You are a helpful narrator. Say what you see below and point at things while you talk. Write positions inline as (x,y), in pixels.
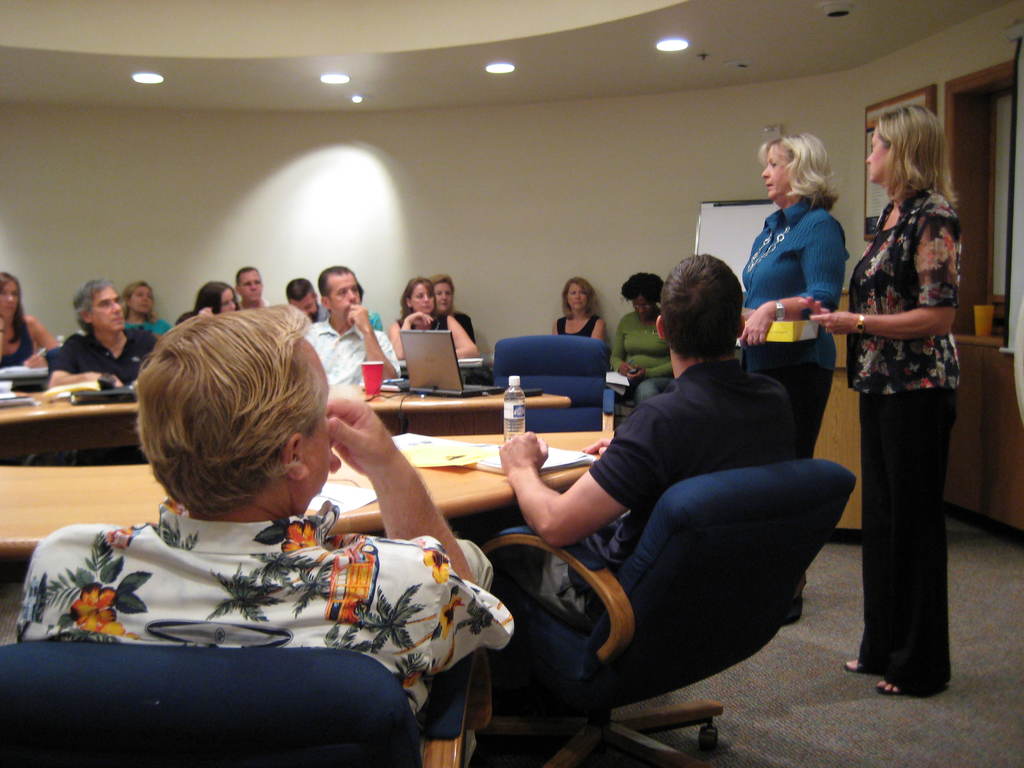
In the foreground of this image (545,565), there are people (214,579) sitting on the chairs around a table (1,554) on which, there are papers (6,405), cup (371,379), laptop (461,377) and a bottle (511,422). On the right (903,426), there are two women (870,379) standing on the floor (844,684), a boards (738,227), a wooden object (842,442) and a frame (926,87) on the wall (886,68). There are lights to the ceiling (476,77) at the top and we can also see a wooden structure (1013,374) on the right (963,379).
